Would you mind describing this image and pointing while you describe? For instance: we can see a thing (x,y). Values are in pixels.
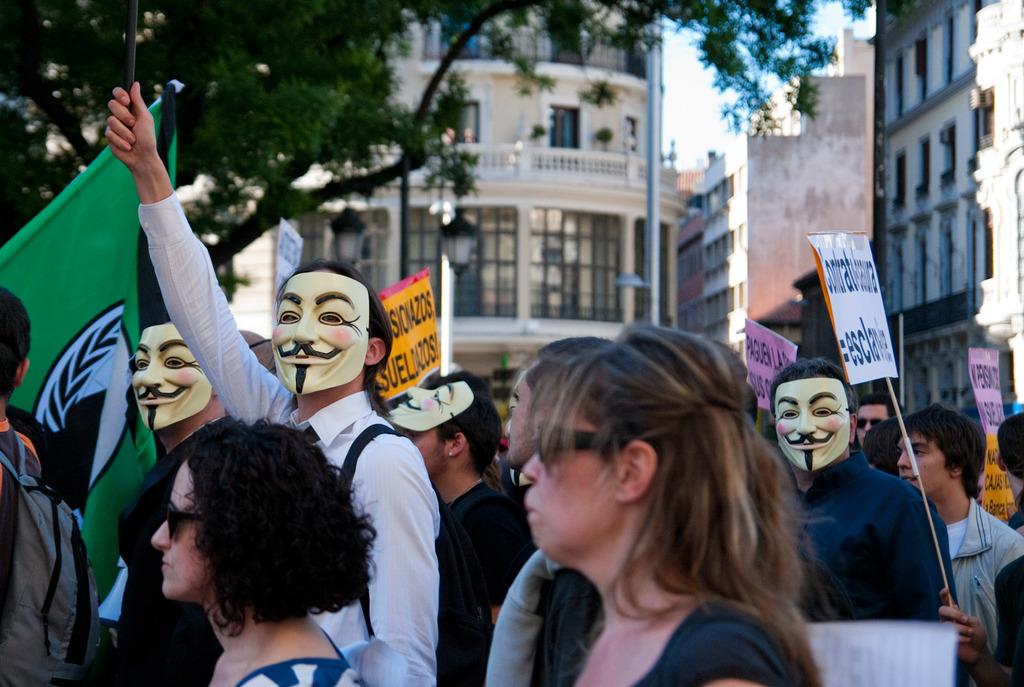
This picture shows a group of people (494,680) protesting with the placards (824,280) in their hands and a person (350,279) standing with a mask (355,361) on his face (364,300) and we can see a building (505,333) and trees (760,90).
